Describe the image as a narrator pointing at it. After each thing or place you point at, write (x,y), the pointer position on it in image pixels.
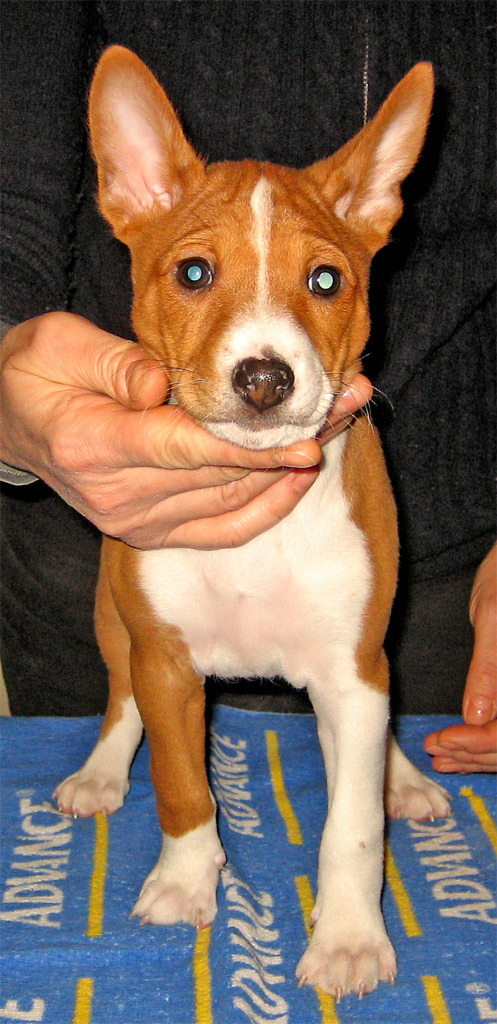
In this picture we can observe a dog (239,552) which is in brown and white color. There is a human hand (113,446) under the neck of the dog (294,404). We can observe a person (124,375) behind the dog (215,239).
